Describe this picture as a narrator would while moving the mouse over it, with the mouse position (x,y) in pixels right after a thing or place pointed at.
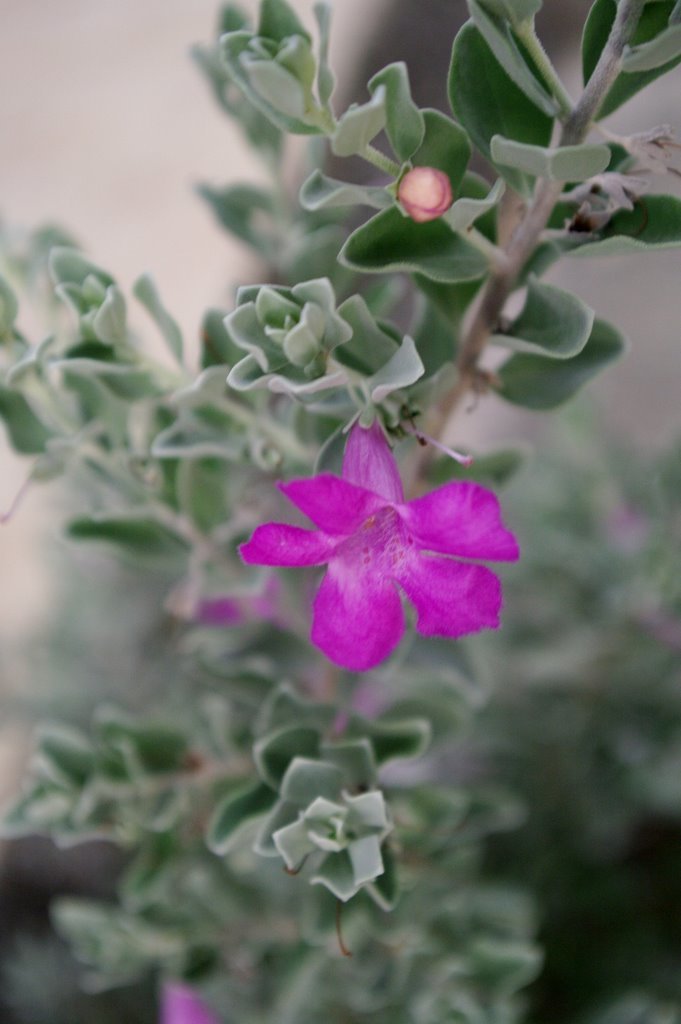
In the middle of the image (442,517), there is a pink color flower (371,440) of a plant (321,494) having green color leaves (300,292). And the background (650,548) is blurred.
